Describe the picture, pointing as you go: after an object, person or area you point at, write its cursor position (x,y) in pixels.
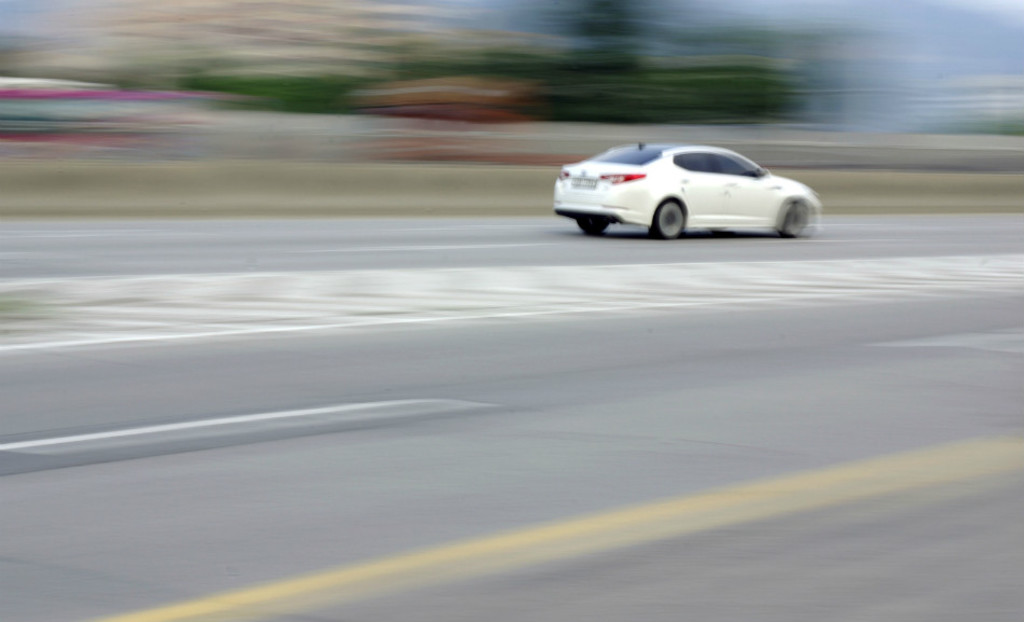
This image is clicked outside. There is a car (757,163) in the middle (681,221). It is in white color.
